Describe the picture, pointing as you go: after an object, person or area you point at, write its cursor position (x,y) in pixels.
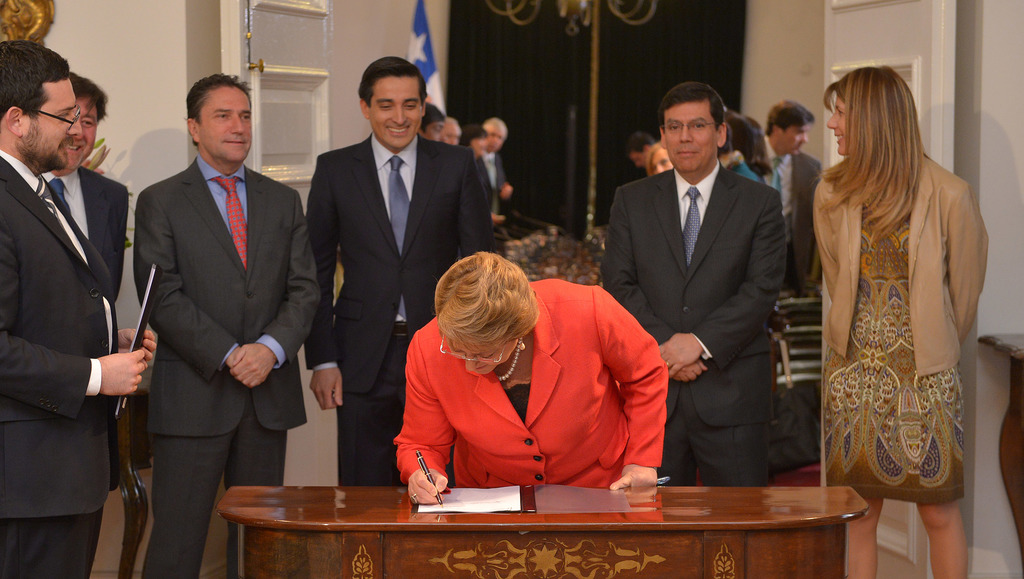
In this image I can see few people (443,247) are standing. In the middle of the image (639,360) there is a woman (562,397) wearing red color jacket (565,393) and writing something on the paper (450,505) with a pen (426,471). In the background (672,76) I can see a black color curtain (637,60), one flag (420,46) and there is a wall (145,29).
